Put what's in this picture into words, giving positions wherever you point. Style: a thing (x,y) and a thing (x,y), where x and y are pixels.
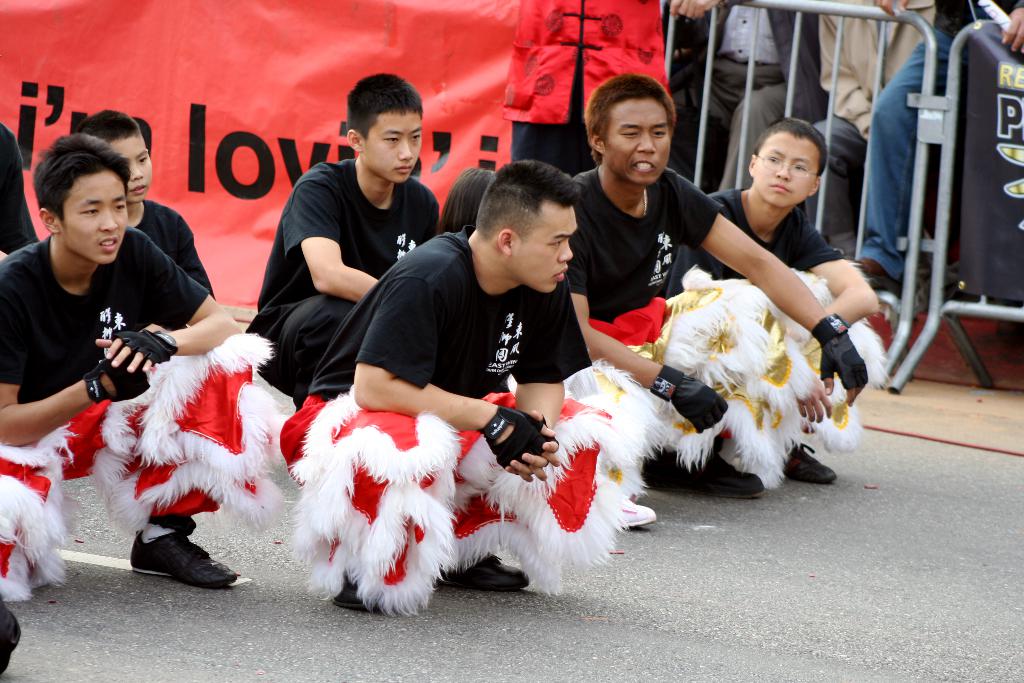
In the background (985,251) we can see barricades (922,155), banners (63,90). In this picture we can see people (458,438) in the same attire (522,421). At the bottom portion of the picture (688,628) we can see the road (688,628).
